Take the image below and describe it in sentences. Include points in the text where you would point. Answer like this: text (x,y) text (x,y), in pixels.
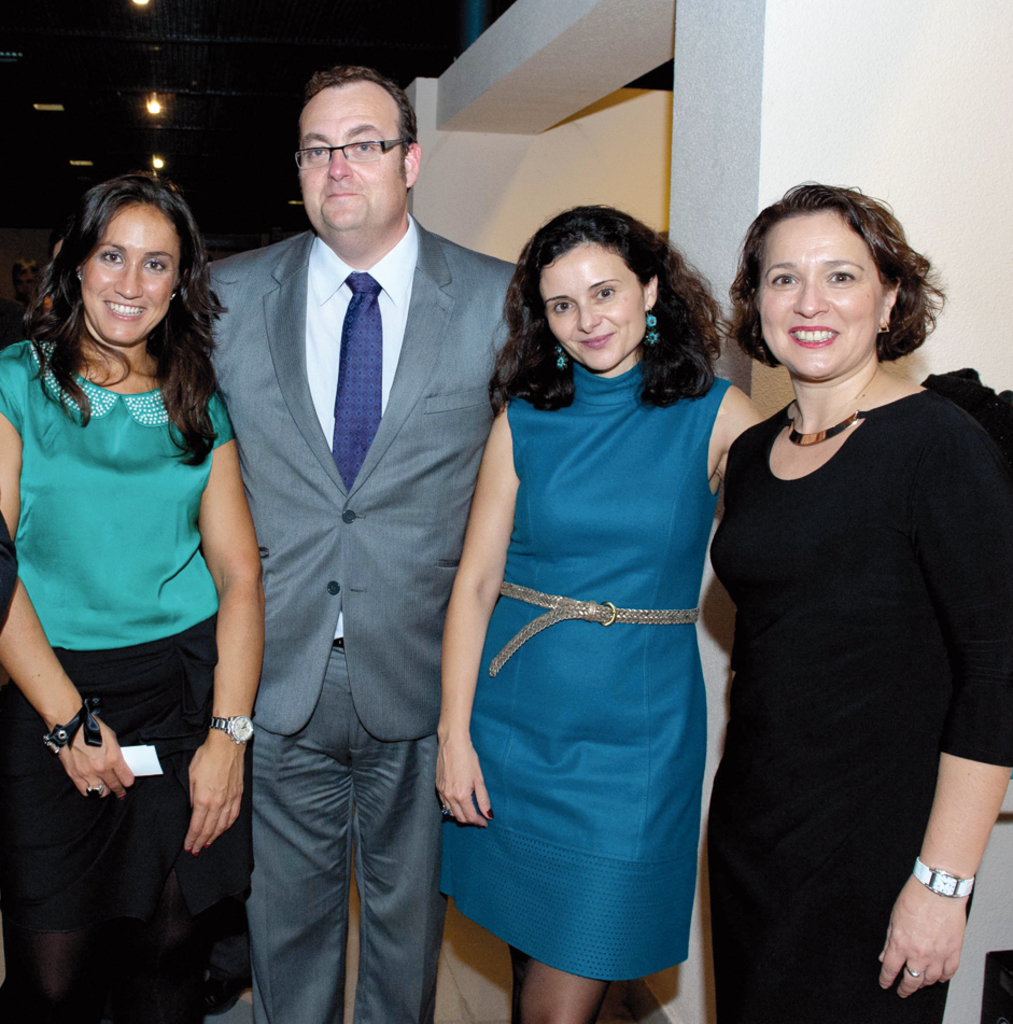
In this picture we can see four people (340,325) standing and smiling. We can see the walls (15,257), a person (25,305) and some lights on top.
